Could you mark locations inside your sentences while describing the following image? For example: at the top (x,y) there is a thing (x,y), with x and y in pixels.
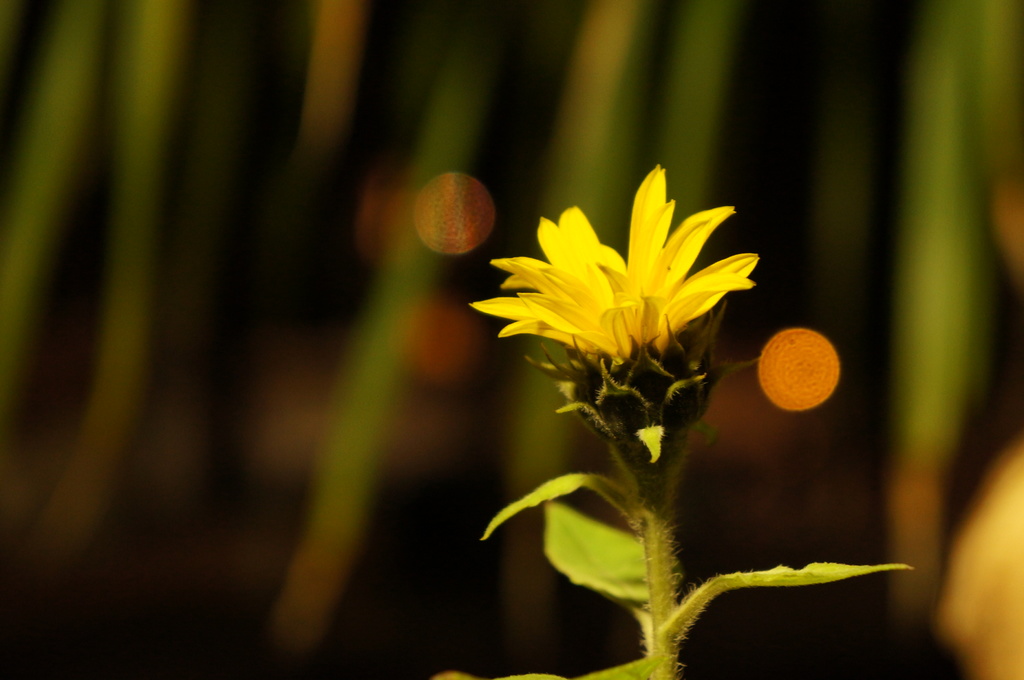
In this image we can see one yellow color flower (583,278) with stem (647,618) and leaves (794,582). There is green color background (800,389) with golden reddish dots (771,356).
